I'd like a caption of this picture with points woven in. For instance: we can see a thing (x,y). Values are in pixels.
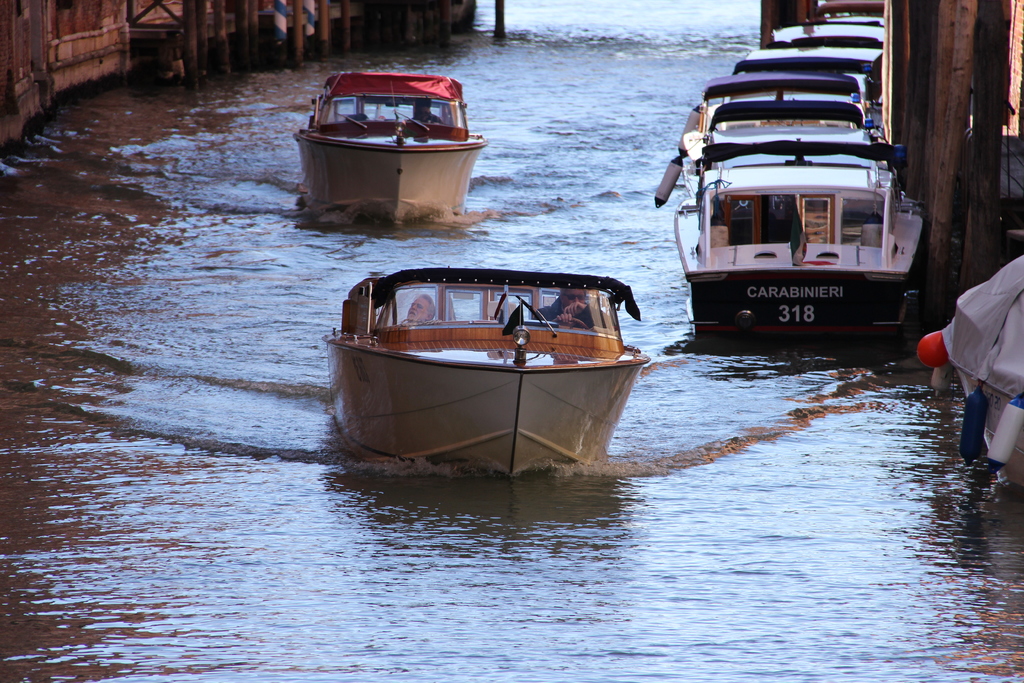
In this picture there are boats (1007,283) on the right side of the image (731,266) and in the center of the image (374,444) and there is water (640,202) around the area of the image and there is a boundary (228,62) on the right (889,115) and left side of the image (180,66).
